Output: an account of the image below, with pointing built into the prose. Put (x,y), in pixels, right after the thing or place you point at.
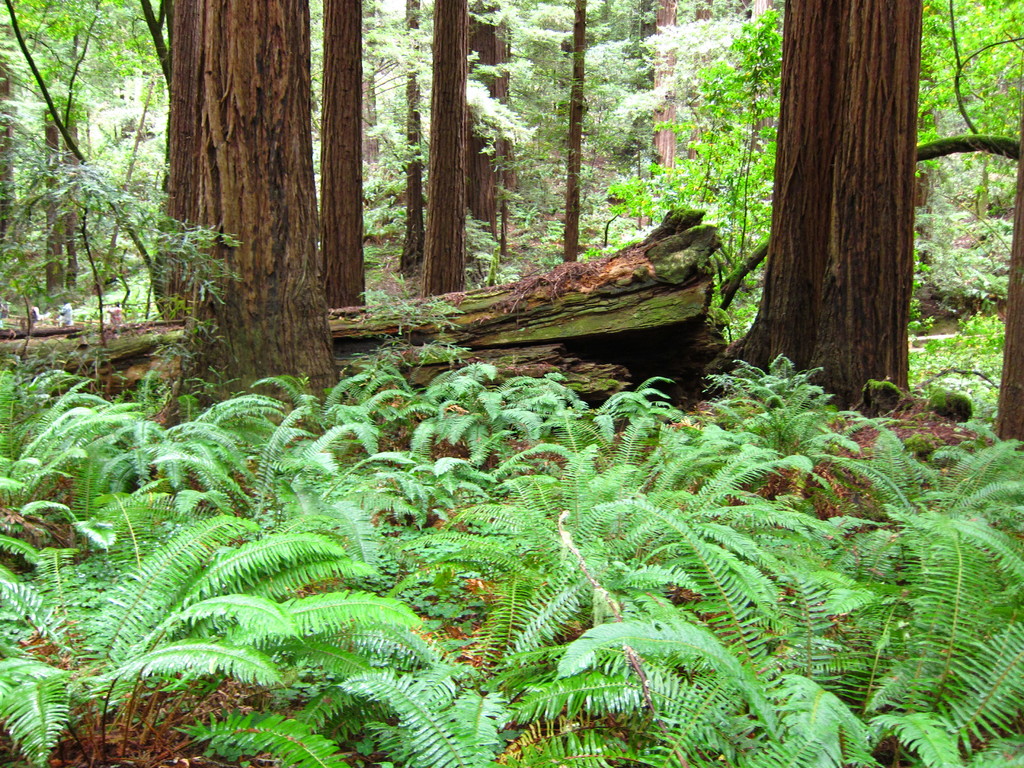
In this image there are small plants (512,540) at the bottom (598,602). In the middle (458,271) there are tall trees (267,171) one beside the other. In between the tall trees (459,116) there is a tree (523,332) which is fallen on the ground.
